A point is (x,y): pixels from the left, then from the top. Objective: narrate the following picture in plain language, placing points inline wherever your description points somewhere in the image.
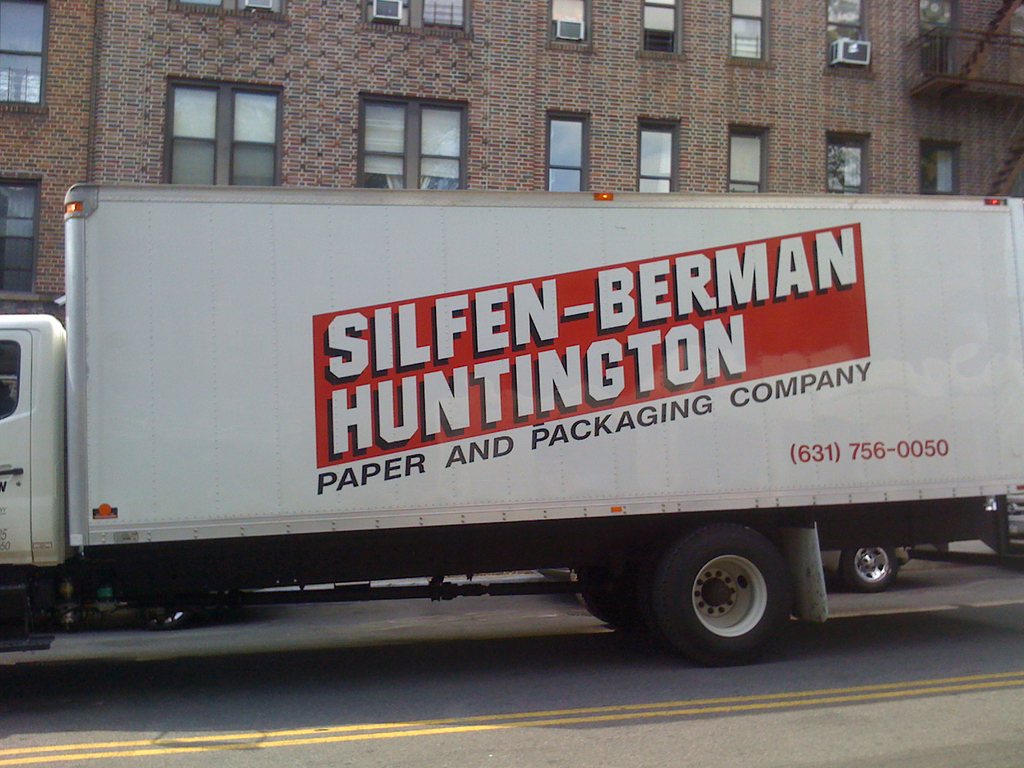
In this image we can see white color truck (254,528) with some text (611,280) on it is moving on the road (321,626). Here we can see another vehicle tires (874,561) on the road (913,574). In the background (811,127), we can see the brick building (803,115) with many glass windows (278,157), we can see air conditioner fans (863,63) and the staircase (935,48).
